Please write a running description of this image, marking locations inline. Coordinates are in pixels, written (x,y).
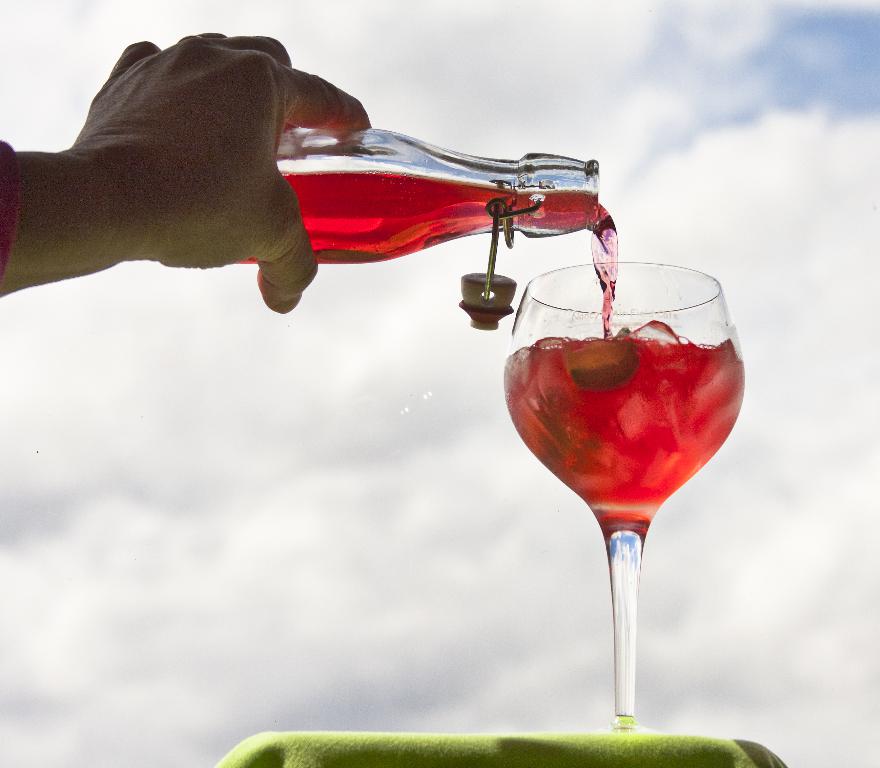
In this image I can see the person (182,206) holding the glass bottle (410,206) with drink (465,203). I can see the wine glass (554,449) on the green color cloth (454,745). In the background (484,434) I can see the clouds (455,344) and the sky (312,436).
